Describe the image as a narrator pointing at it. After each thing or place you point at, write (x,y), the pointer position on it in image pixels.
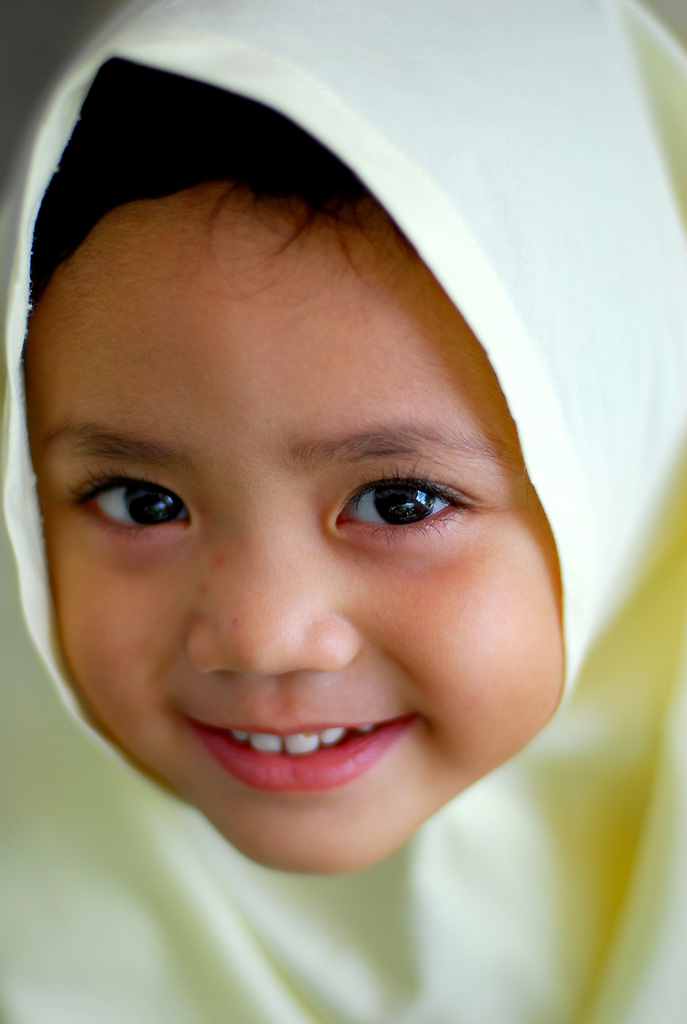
In this picture we can see a kid (509,889) is smiling.
